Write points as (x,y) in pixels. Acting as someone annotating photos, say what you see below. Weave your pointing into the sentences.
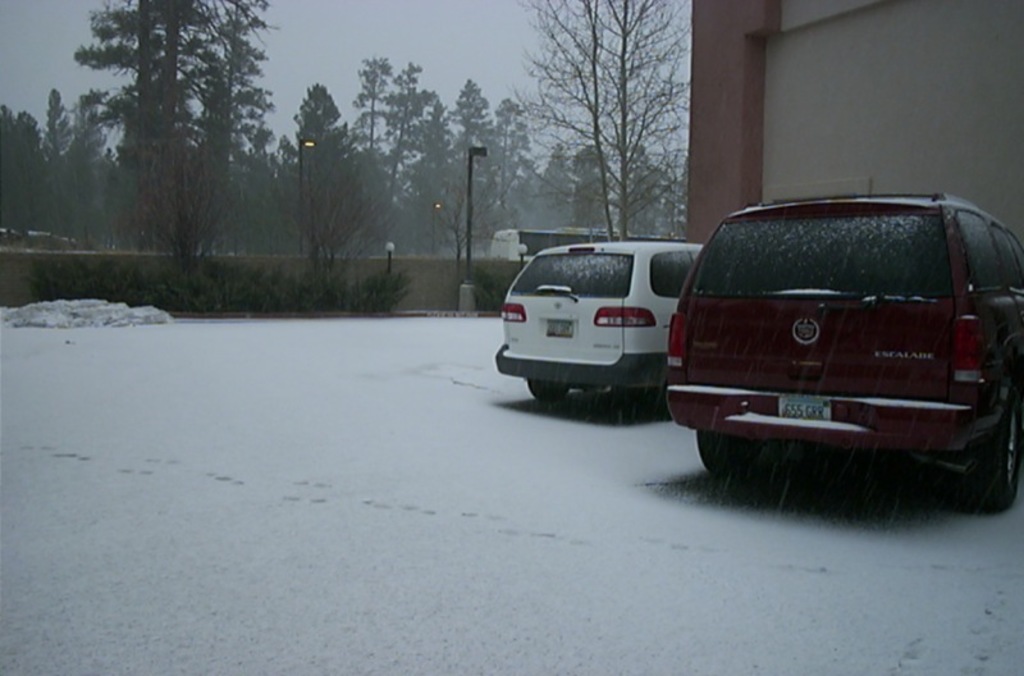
In the picture we can see a snow path (582,520) on it, we can see two cars (1008,260) are parked near the building wall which are white and red in color and in the background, we can see some plants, poles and wall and behind the wall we can see trees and sky (426,45).
